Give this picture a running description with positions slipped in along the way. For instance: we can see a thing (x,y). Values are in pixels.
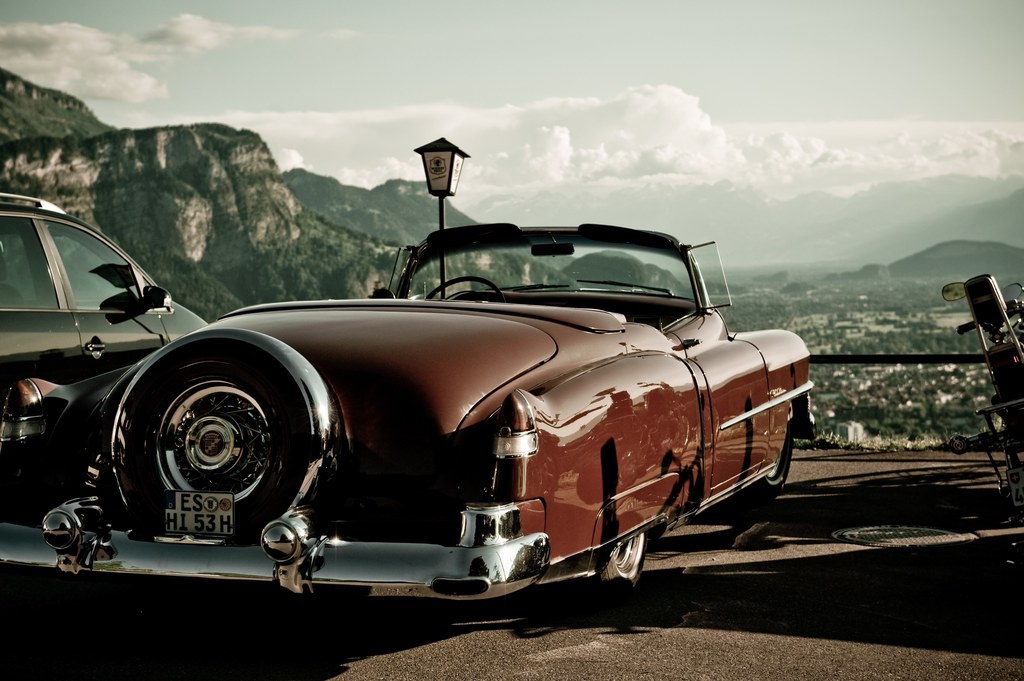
Here we can see cars (720,489), bike (1009,321), pole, and a light (444,187). In the background (367,178) we can see mountain (873,267) and sky (845,150) with clouds (663,145).
